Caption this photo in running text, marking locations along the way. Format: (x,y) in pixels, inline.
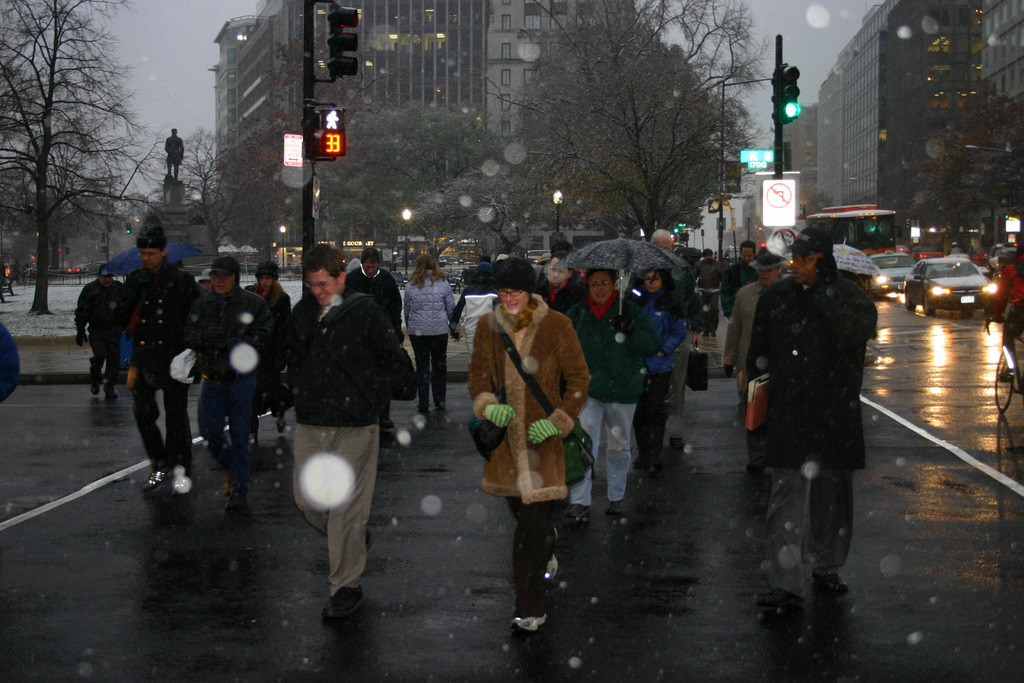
In the center of the image (432,283) there are people (163,472) walking on the road (223,567). In the background of the image (565,4) there are buildings (472,73). There are trees (533,102). There are traffic signals (356,40). There is a statue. There are cars (933,249) and buses (843,218).
